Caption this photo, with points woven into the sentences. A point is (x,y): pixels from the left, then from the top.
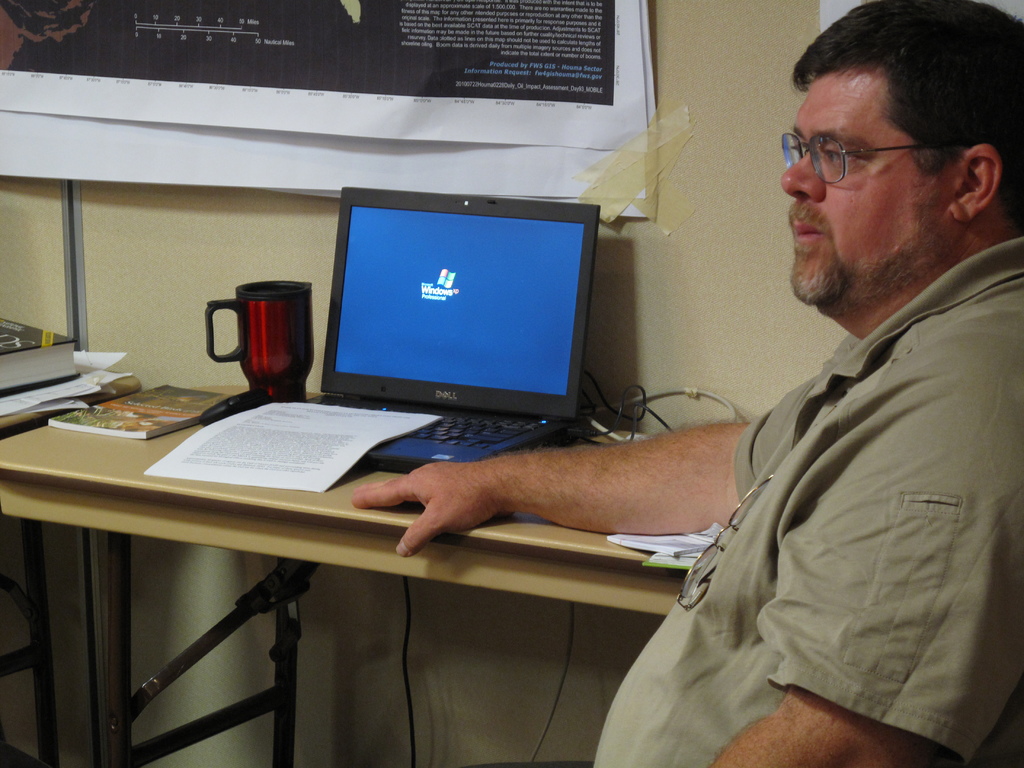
In this picture we can see man (757,595) sitting and beside to him there is table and on table (466,568) we can see paper (261,420), cup (280,324), laptop (418,350), books (138,417) and in background (220,113) we can see posters (449,107) to wall (695,119).
